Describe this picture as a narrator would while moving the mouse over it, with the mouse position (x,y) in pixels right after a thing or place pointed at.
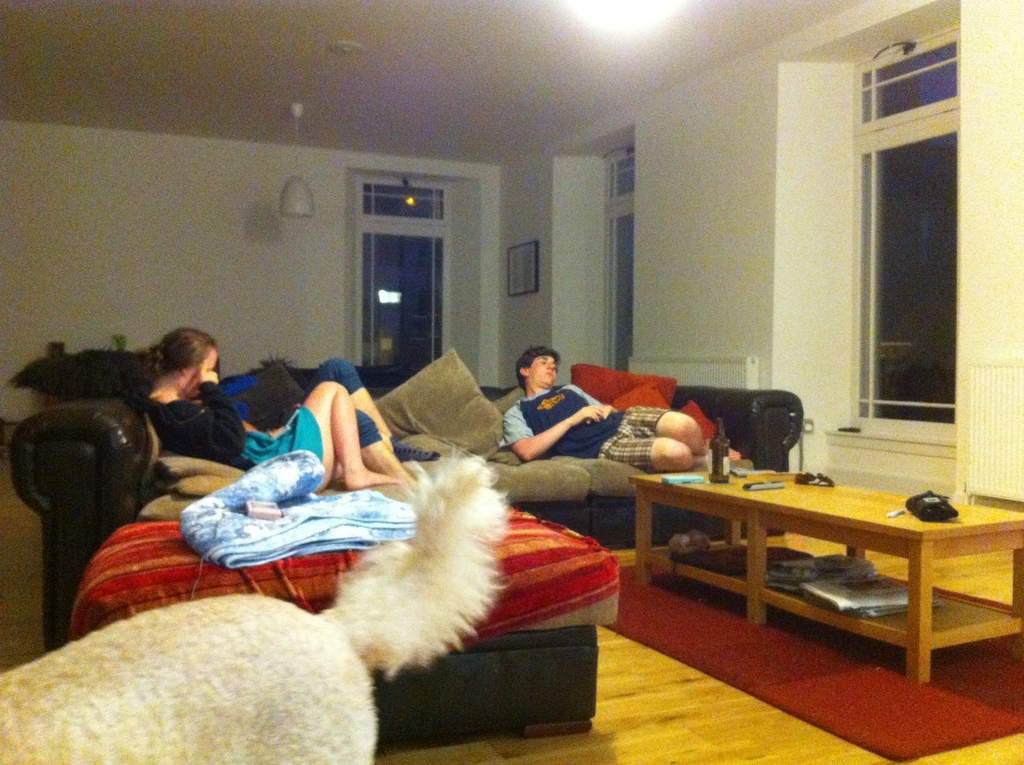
This image consists of sofas (69,593), tables (918,586), doors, Windows (902,352). There is light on the top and there is a dog (449,586) on the floor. There is a woman (311,449) and a man (548,430) sitting on the Sofa (522,464). There are cushions (536,470) on the Sofa (629,475). There are bottle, remote (767,485), books (838,571), papers (851,577), pens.
